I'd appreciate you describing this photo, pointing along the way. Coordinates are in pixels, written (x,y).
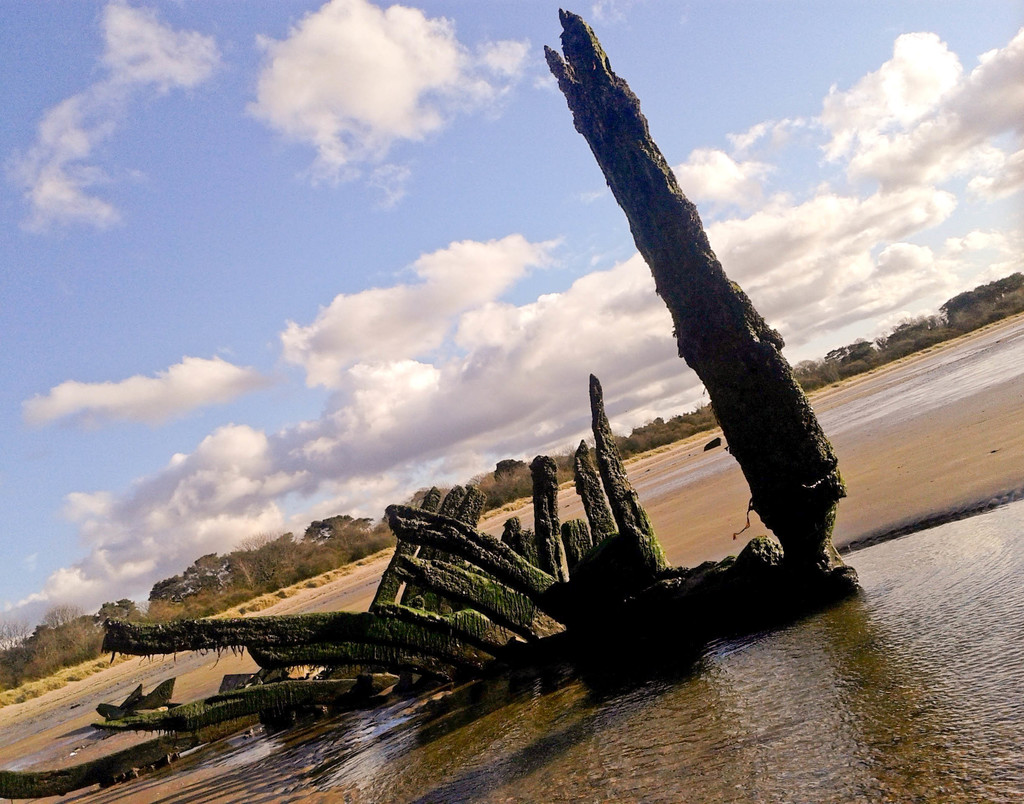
In front of the image there is water (515,710). In the water (888,619) there is a shipwreck (597,540) covered with algae (825,494). In the background of the image (490,452) there are trees (318,527) and sky (346,363).
